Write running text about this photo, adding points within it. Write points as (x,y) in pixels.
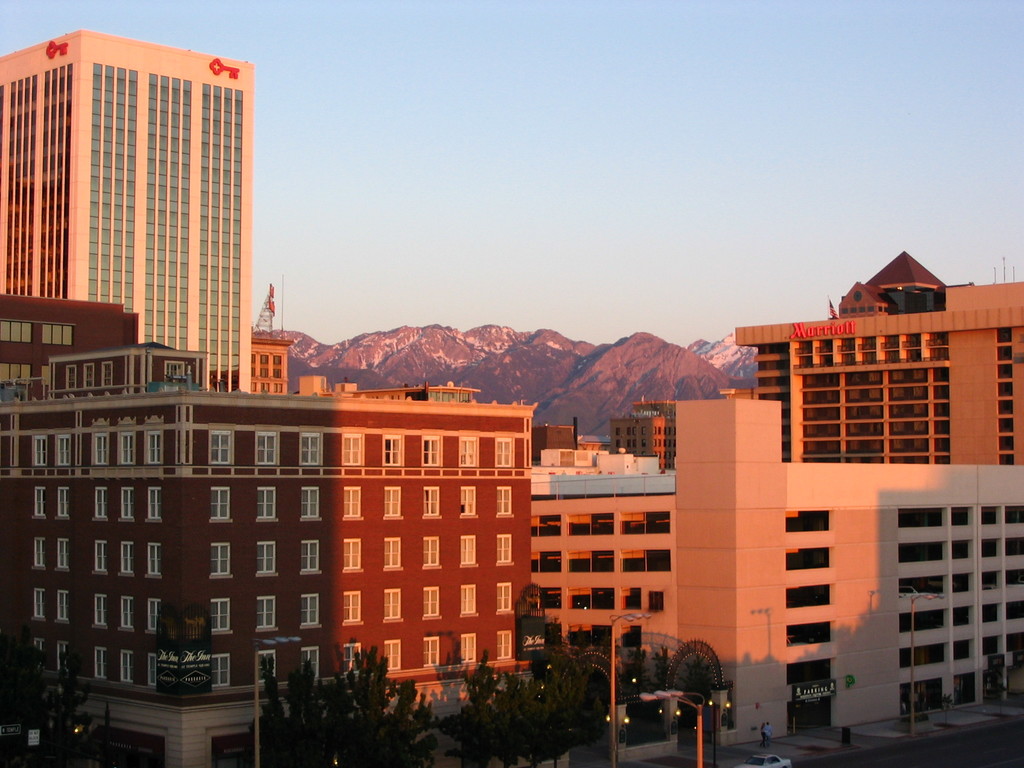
In this picture I can see buildings (622,541), trees (518,691) and few poles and I can see text (796,334) on the building (842,359) and I can see hills (477,370) in the back (352,356) and I can see blue sky (523,181) and I can see a car (774,763) and looks like a human (768,722) on the sidewalk (810,747).
